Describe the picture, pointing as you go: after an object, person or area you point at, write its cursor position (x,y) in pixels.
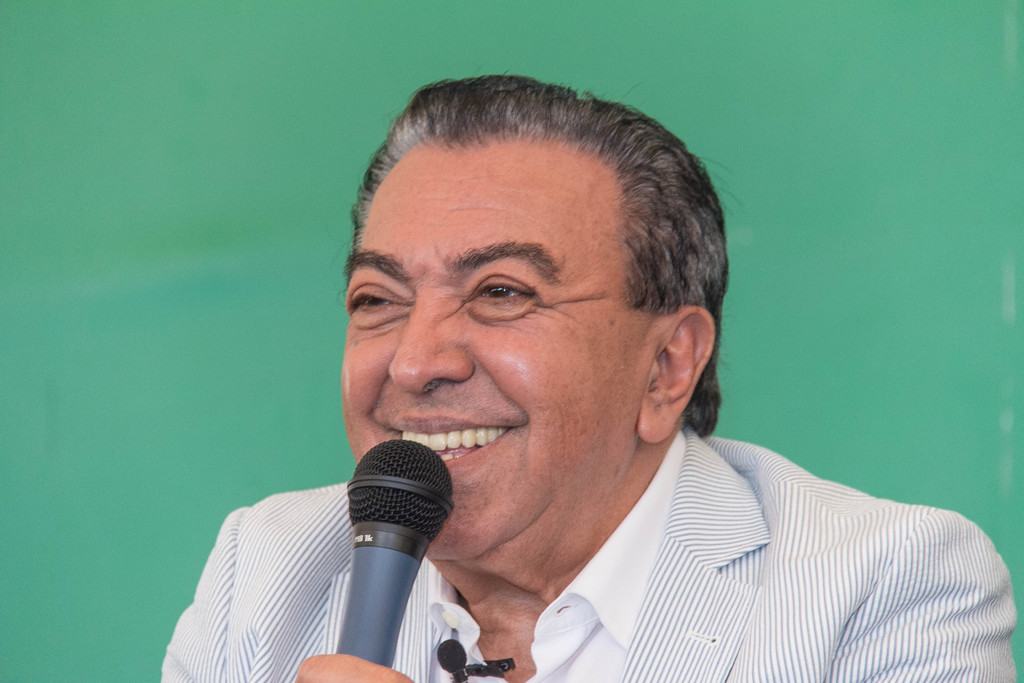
In this image we can see a person (506,363) holding microphone (399,569) and green color background (335,173).
